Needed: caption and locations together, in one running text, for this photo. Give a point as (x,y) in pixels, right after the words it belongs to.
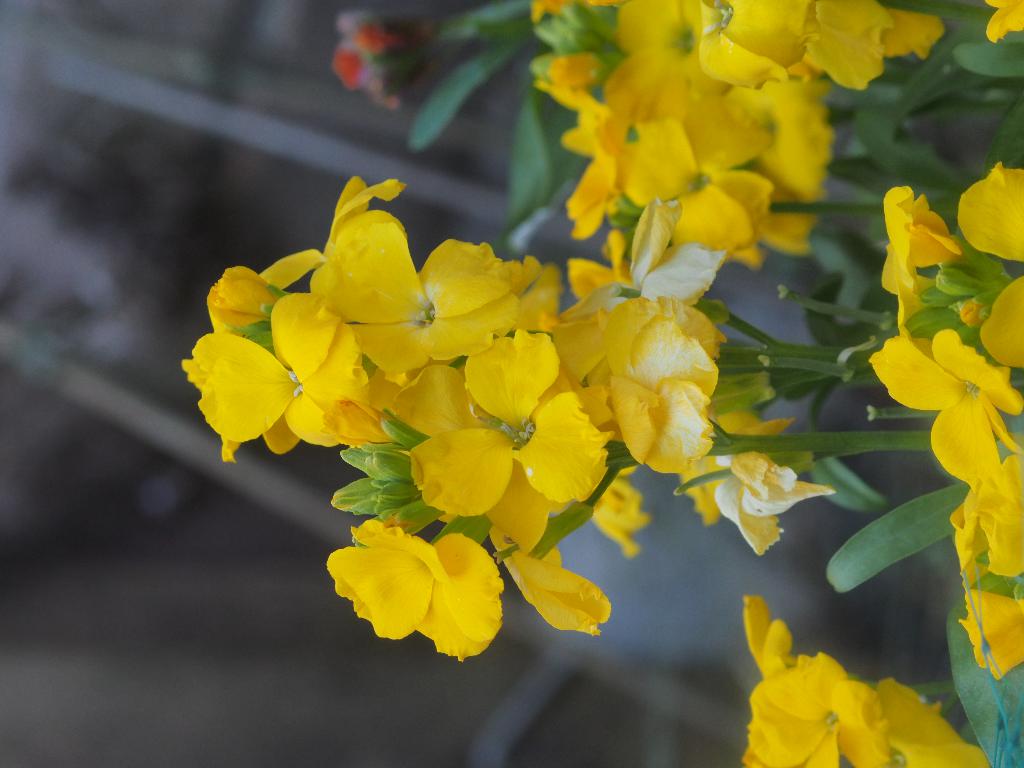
There are yellow color flowers (688,23) with leaves (927,507) on a stem (771,360).
